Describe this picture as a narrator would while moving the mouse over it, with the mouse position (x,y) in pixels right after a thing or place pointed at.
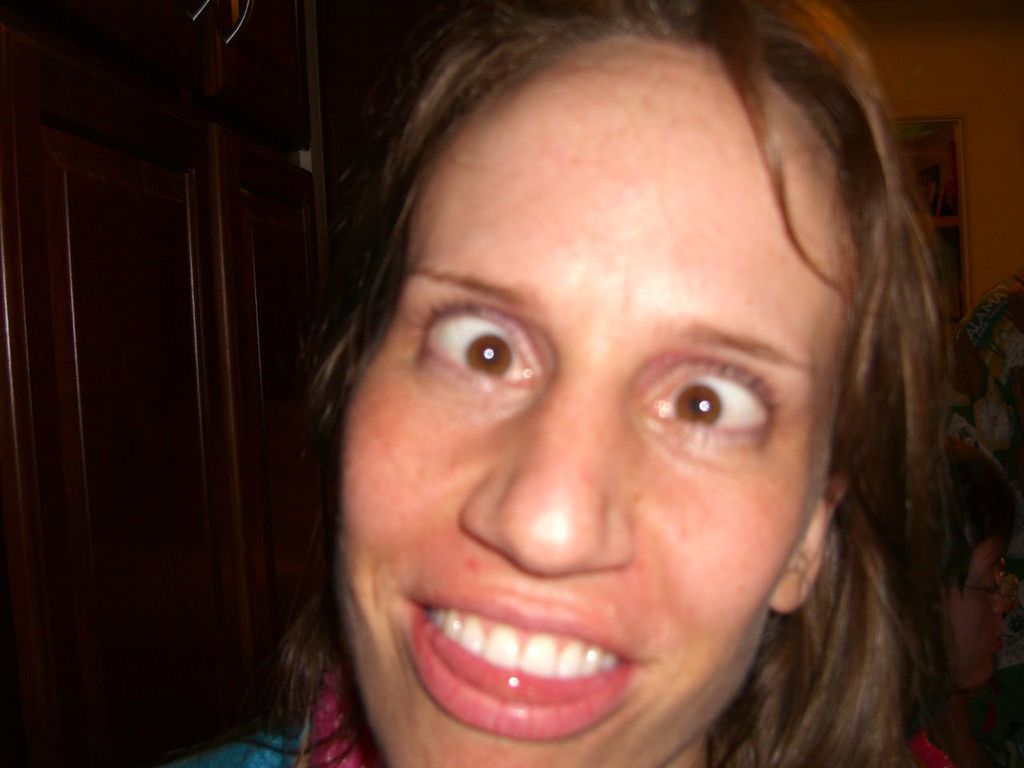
In this image in the front (617,510) there is a woman (575,504) having some expression on her face (657,503). In the background (926,202) there is a shelf (947,234) and there is a cupboard (250,322) and there are objects (969,397) on the right side (992,409).
